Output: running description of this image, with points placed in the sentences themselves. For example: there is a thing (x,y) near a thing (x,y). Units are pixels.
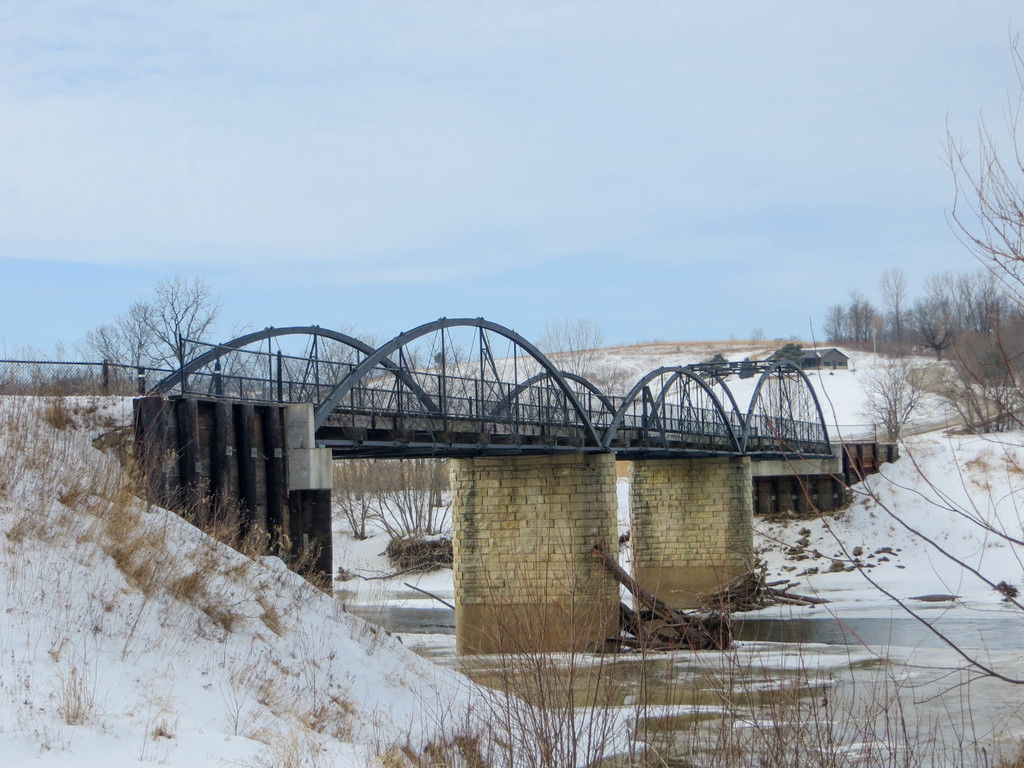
In this picture we can see snow (940,517), there is water (977,659) at the bottom (983,648), we can see a bridge (547,489) in the middle (526,461), in the background (896,377) there are trees (959,363), we can see the sky (581,167) at the top of the picture (624,166), there is some grass (101,539) in the front (104,532).
